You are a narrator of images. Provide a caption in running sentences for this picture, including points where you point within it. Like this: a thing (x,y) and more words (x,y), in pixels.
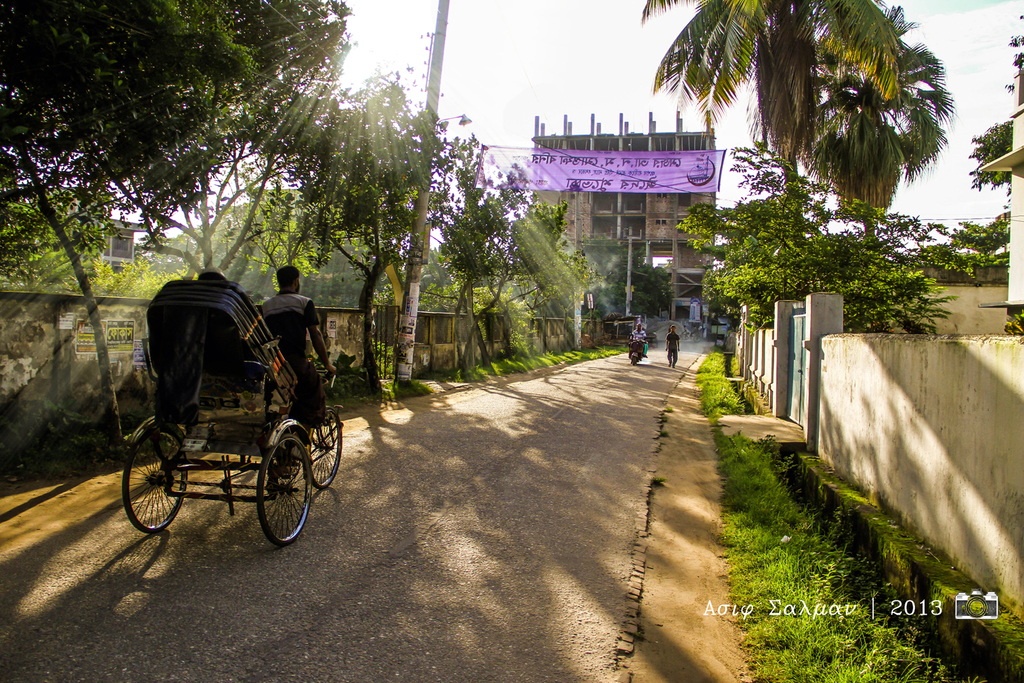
These are the trees (257,227) with branches (438,261) and leaves (666,285). This looks like a banner (628,169), which is hanging. I think this is a current pole (422,260). These are the buildings (653,210). This looks like a gate (790,389). Here is the grass (766,501). I can see a person (671,353) walking on the road (641,405). I can see two people (303,374), among them one person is riding rickshaw (290,477) and the other one (641,336) is riding a motorbike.
